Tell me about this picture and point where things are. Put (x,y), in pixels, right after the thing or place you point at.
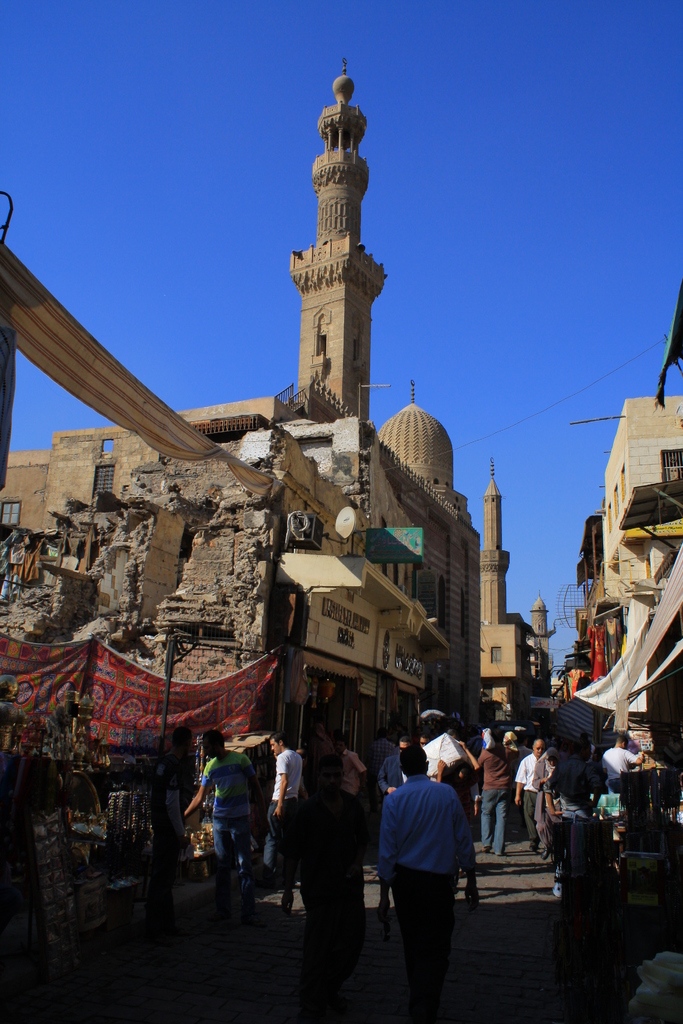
This image consists of some buildings (347,553) in the middle (415,660). There are some persons (288,812) walking at the bottom (417,865). There is sky (403,199) at the top (296,216).
